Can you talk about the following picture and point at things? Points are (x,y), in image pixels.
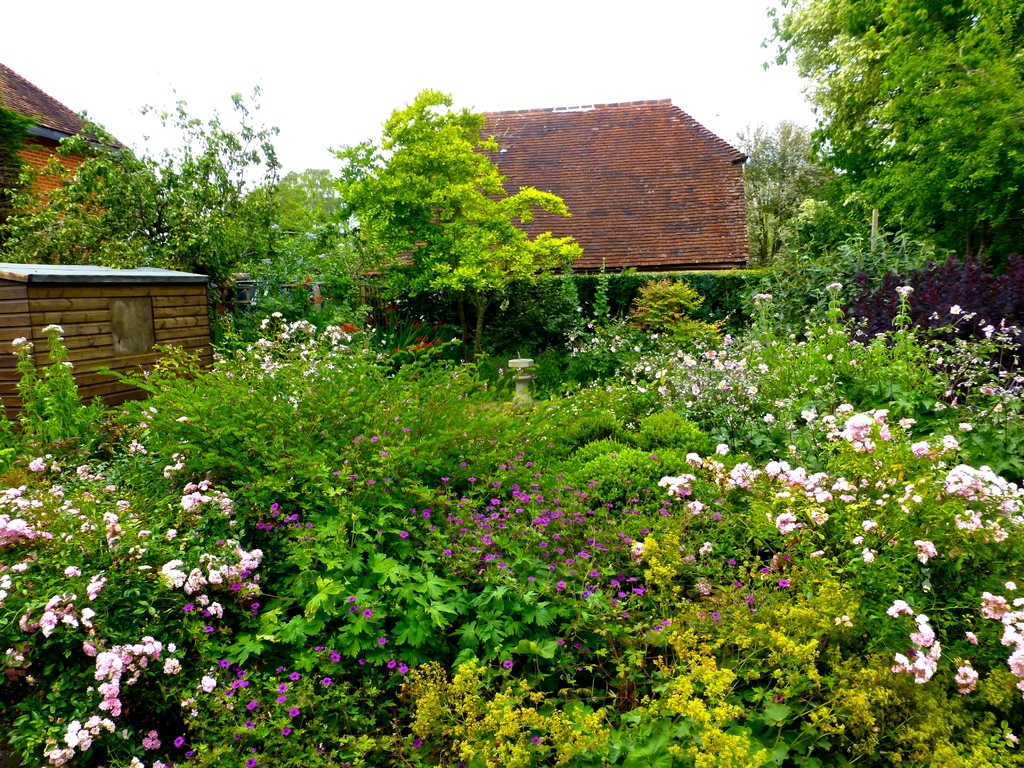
As we can see in the image there is lot of greenery (632,424) and there are plants (134,643) with flowers (972,479) on it. The flowers (964,493) are in pink and purple colour and there are lot of trees (867,208) all around and beside it there are buildings (632,185) which are of red brick (633,198) and there is a clear sky (272,37) on the above.
